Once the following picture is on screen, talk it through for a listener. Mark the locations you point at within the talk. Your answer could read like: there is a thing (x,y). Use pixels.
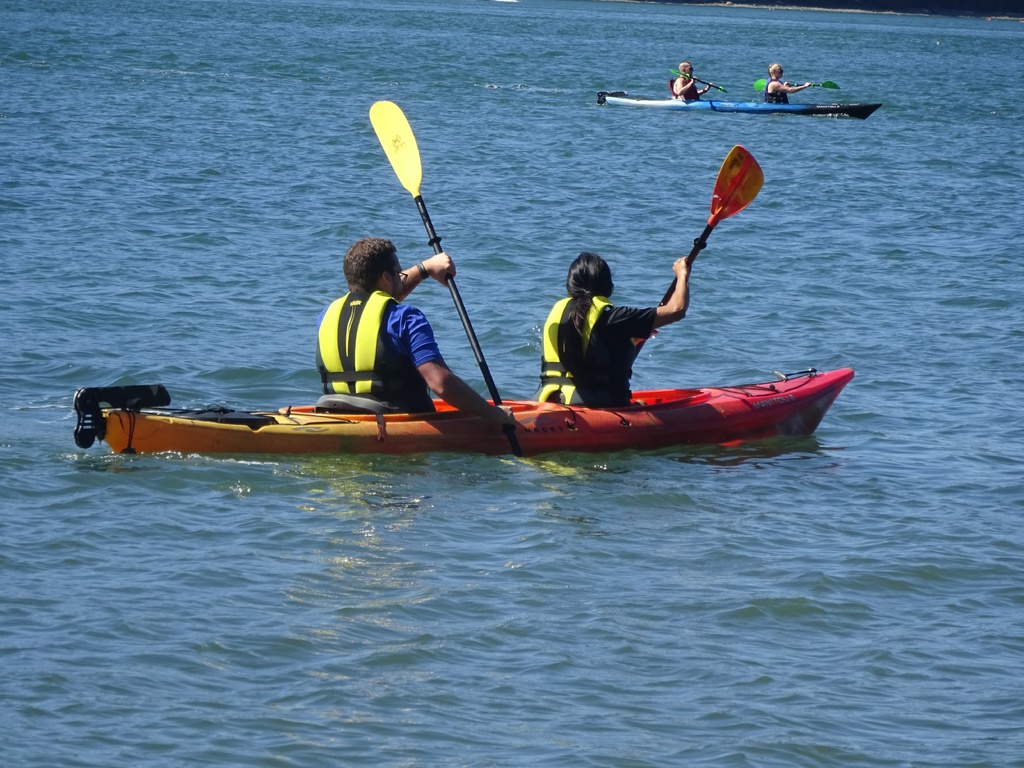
This picture is taken in a ocean (736,509). In the center (569,431), there is a canoe (177,436). On the canoe (370,449), there is a man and a woman (655,313) wearing jackets (634,350) and paddles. On the top (726,105), there is another canoe (602,96) with two persons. At the bottom (504,625), there is water (433,626).
